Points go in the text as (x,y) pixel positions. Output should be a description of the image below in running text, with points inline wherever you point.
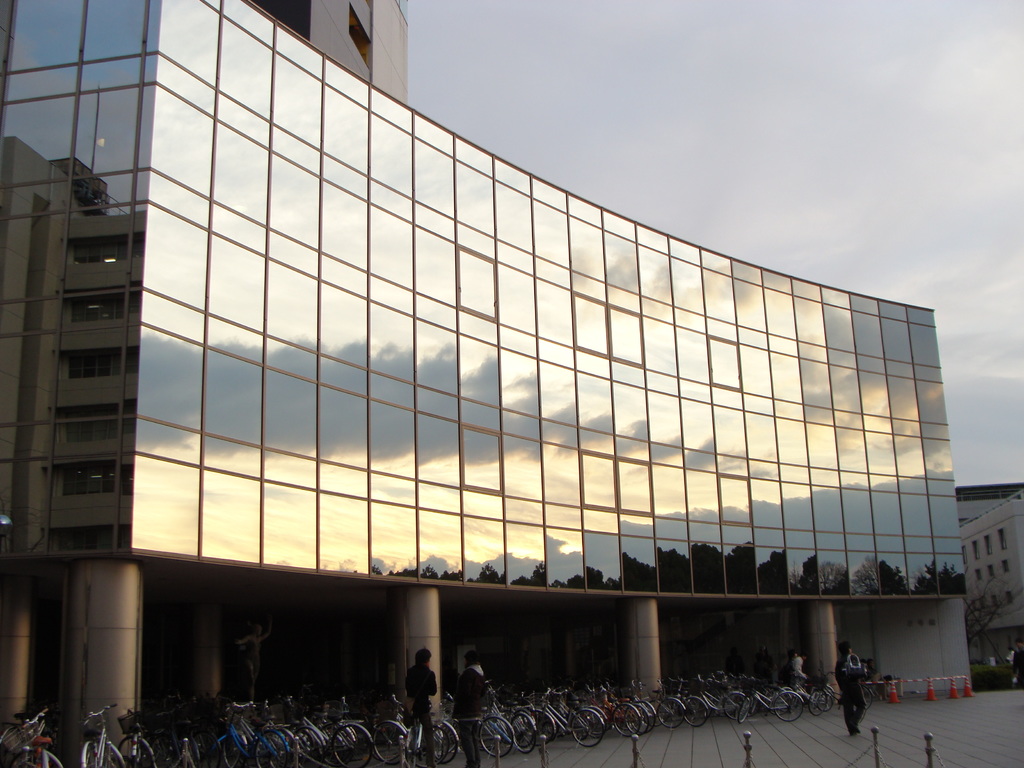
In this picture we can see some bicycles (446,740) at the bottom (697,707), we can see some people (847,690) in the front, on the right side (895,689) there are shrubs (985,680) and traffic cones (930,696), in the background (1011,625) there are buildings (923,499), we can see glasses (782,355) of this building (474,410), there is a reflection (712,570) of trees (774,590) on these glasses (626,536), we can see the sky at the top of the picture (793,101).
